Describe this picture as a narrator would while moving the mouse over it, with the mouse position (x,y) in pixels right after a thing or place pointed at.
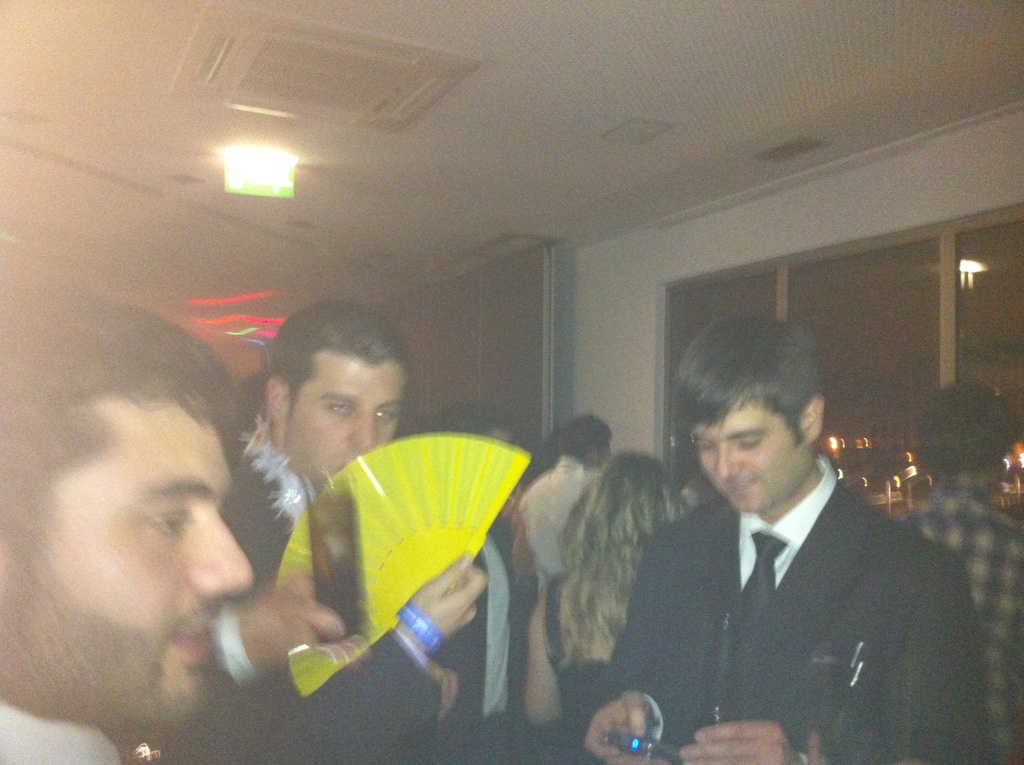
This picture shows few people (417,608) standing and we see a man (318,472) holding a hand fan (405,577) in his hand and another man (312,624) holding a glass (327,589) and we see another man (701,684) holding a mobile (639,736) in his hand (623,728) and we see light (255,191) to the ceiling (366,190) and air conditioner (348,89).
